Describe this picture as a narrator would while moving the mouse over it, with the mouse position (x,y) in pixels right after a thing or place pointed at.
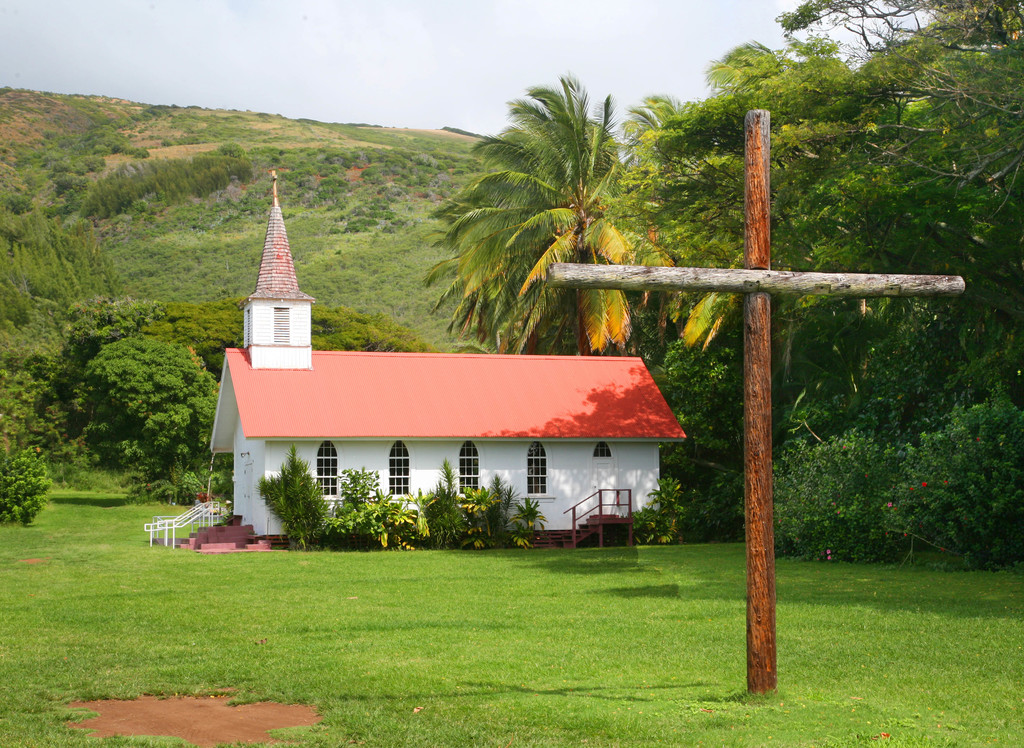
In this picture I see the grass (845,714) in front (679,685) and I see 2 wooden sticks (741,272) on the right side of this image (701,275) and in the middle of this image (431,421) I see a house (328,438) and number of trees (500,233). In the background (410,82) I see the sky (287,60).
